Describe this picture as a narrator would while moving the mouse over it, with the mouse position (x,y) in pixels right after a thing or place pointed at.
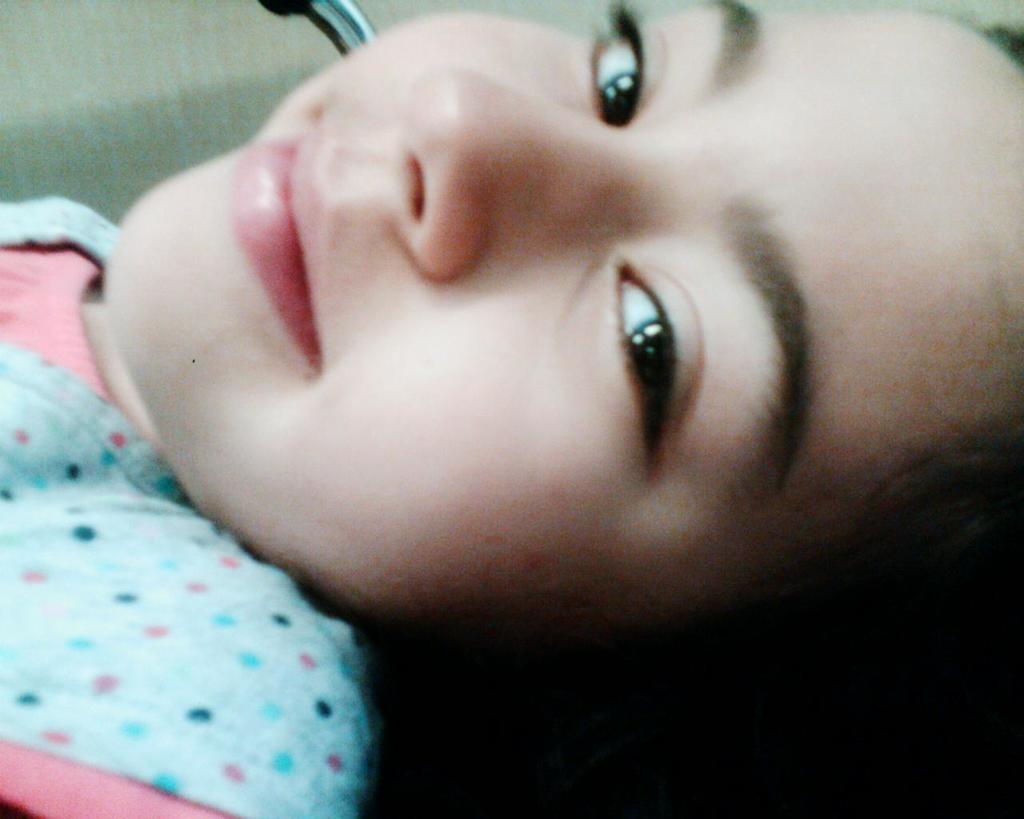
In this image, we can see a person (615,353). We can see the background (219,122). We can also see an object (359,48) on the top (289,13).
